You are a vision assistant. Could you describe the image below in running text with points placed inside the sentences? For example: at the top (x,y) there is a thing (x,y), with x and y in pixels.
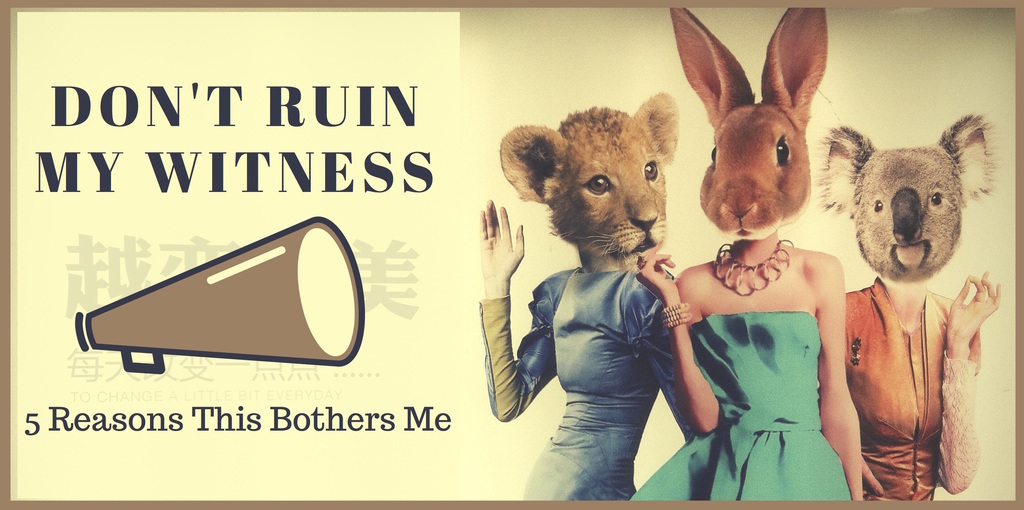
In this picture we can see a poster (438,233), in the poster (213,200) we can find some text (371,166) and few people (614,268) with animal faces (600,246).
